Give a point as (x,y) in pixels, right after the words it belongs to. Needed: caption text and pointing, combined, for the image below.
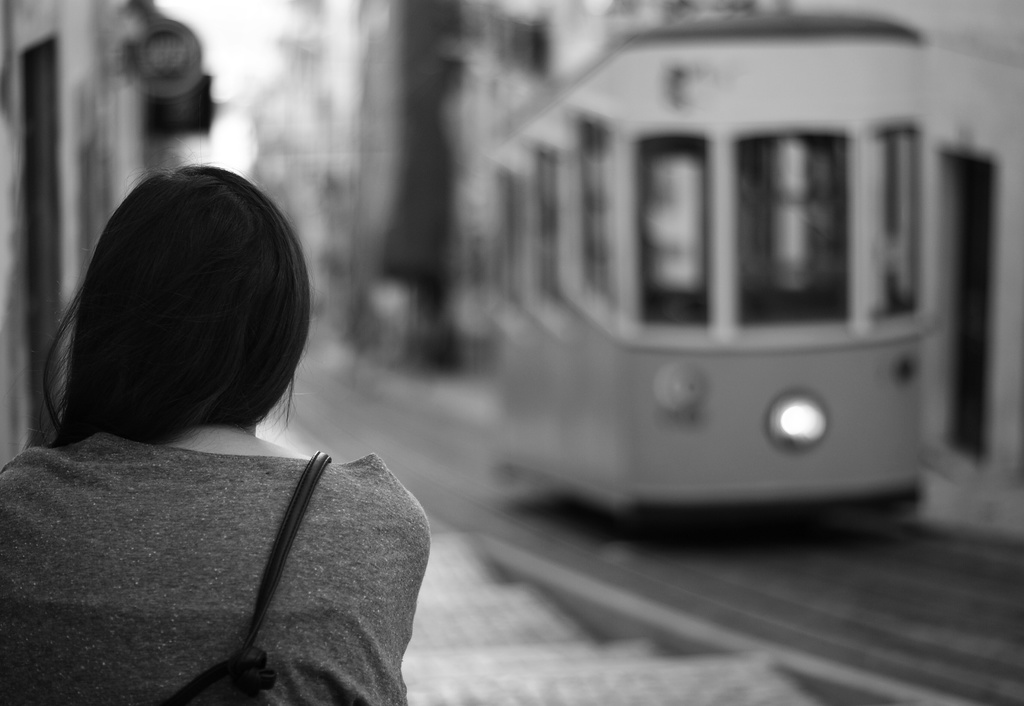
This is a black and white image. In the foreground of the image (196,205) there is a lady (171,281). In the background of the image (349,136) there are buildings (414,174). There is a train (695,166).
